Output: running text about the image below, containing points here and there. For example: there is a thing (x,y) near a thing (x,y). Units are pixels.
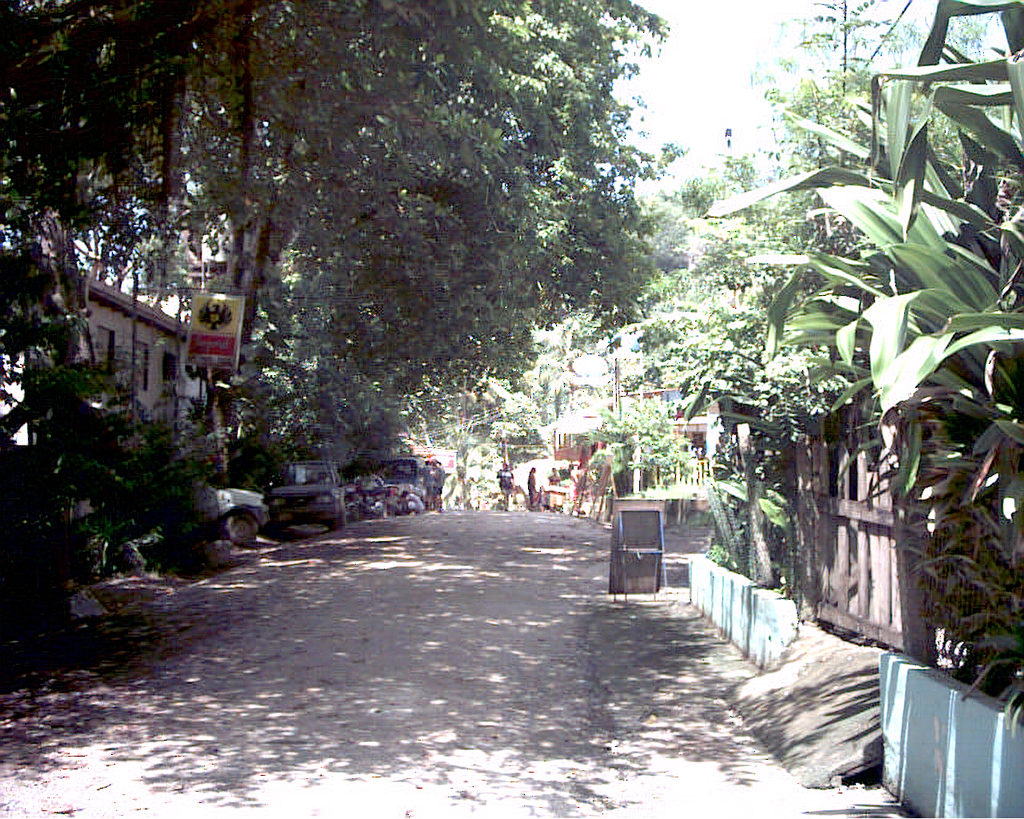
There are vehicles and few persons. Here we can see trees (367,294), plants (832,399), fence (886,574), board (212,346), houses (152,382), and a road (517,692). In the background (727,109) we can see sky (677,74).
